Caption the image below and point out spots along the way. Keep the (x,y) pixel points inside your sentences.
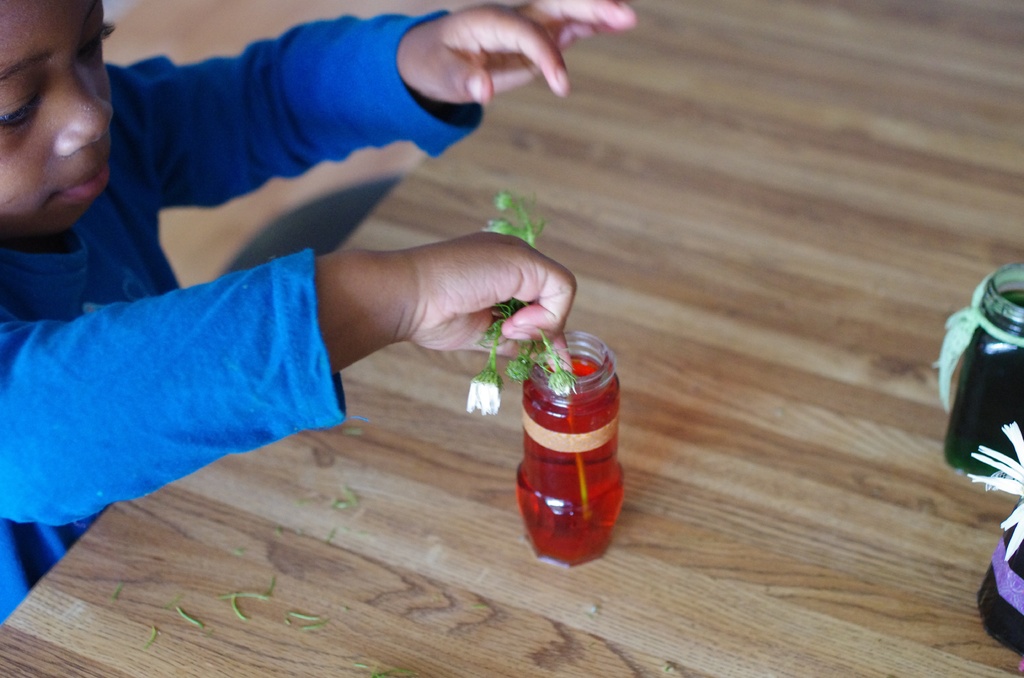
A child (136,304) wearing a blue dress (201,343) holding a plant (520,371) and putting it in a bottle (575,453) containing red water (586,511). There are other two bottles (990,441) on the table (755,481).
